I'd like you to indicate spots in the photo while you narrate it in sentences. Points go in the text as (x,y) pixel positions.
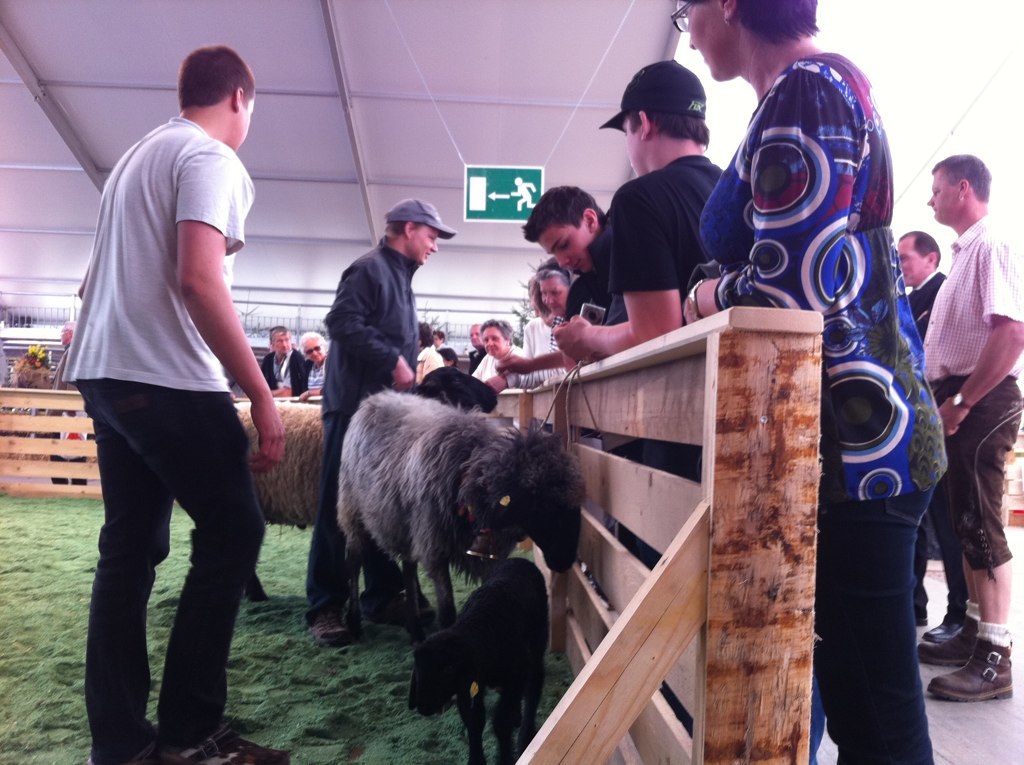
In this image I can see animals (476,427) standing in front of the wooden fence (695,437) and there are two persons (350,335) standing in front of animals (462,541) and back side of the fence (686,614) I can see few persons (832,265) and a sign board (488,221) attached to the roof (520,113) in the middle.
